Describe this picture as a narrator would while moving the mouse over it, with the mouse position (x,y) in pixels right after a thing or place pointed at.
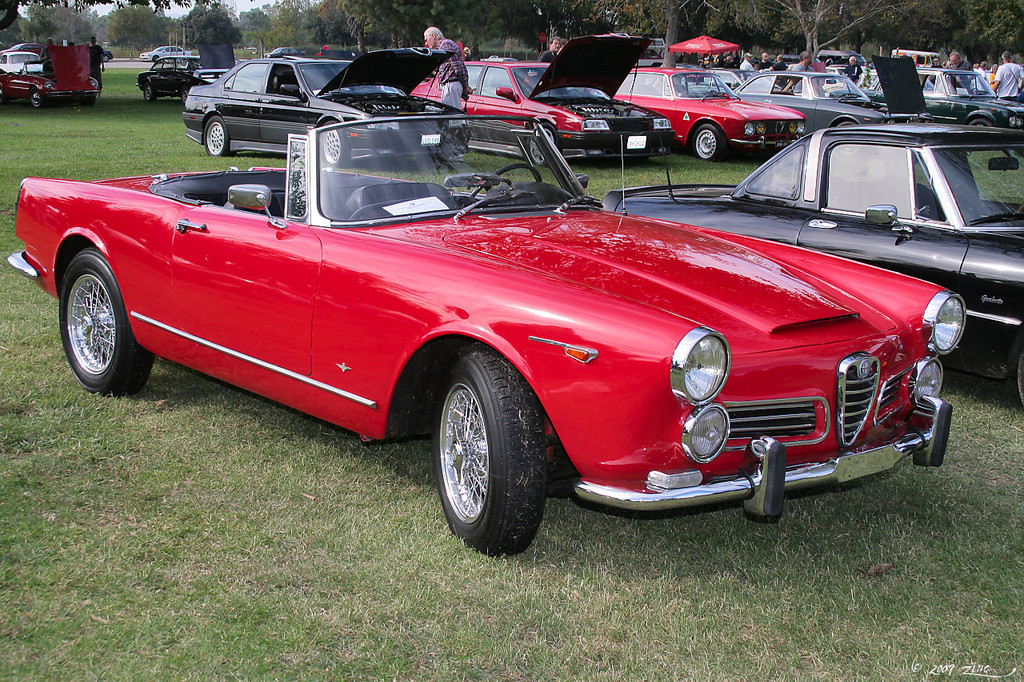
In this image I can see number of vehicles (641,233). There are group of people (747,56), there are trees (574,23), there is grass (161,106) and there is sky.
